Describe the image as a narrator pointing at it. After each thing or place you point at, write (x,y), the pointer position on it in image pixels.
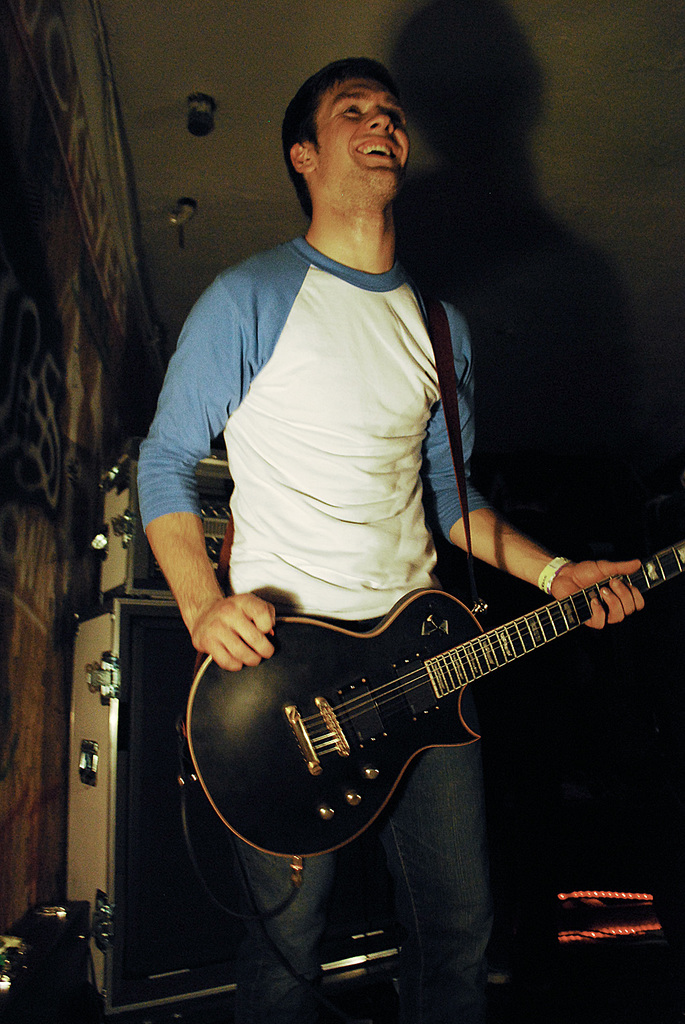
In this image there is a person (299,357) who is wearing blue and white color T-shirt (359,376) playing a musical instrument (549,615) and at the background of the image (105,504) there is a soundbox (116,497).
